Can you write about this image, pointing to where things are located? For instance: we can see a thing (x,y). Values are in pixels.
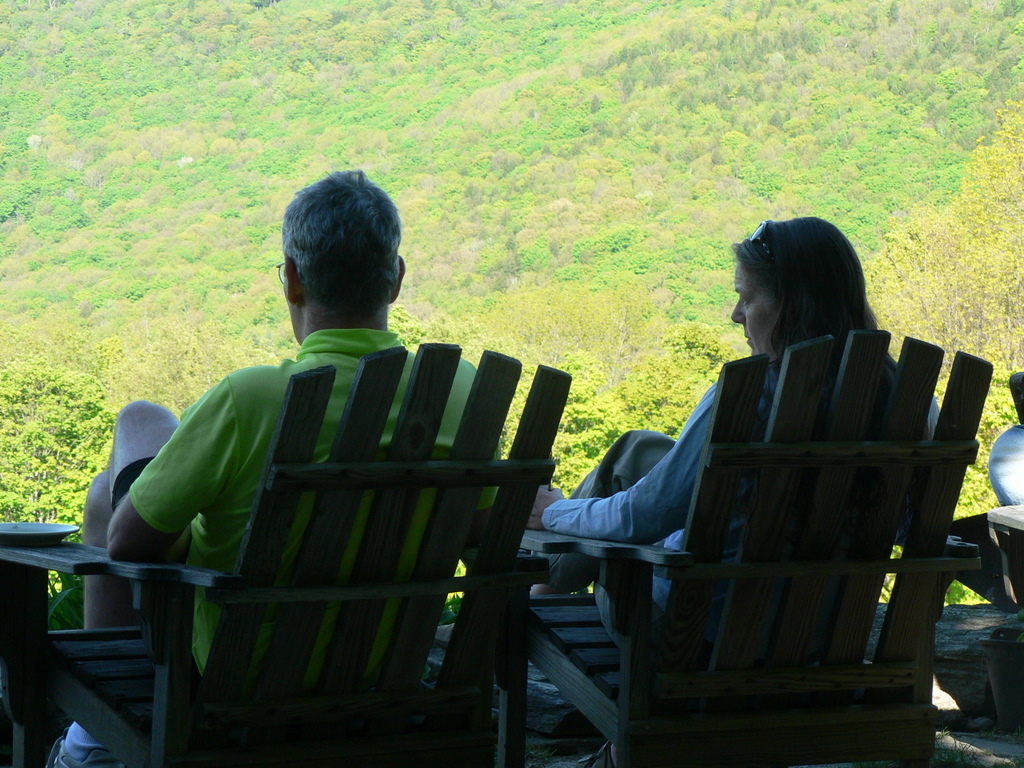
In this picture we can see man (374,284) and woman (766,428) sitting on wooden chair (512,645) and in front of them we can see mountain view (538,97) of trees (548,139).
